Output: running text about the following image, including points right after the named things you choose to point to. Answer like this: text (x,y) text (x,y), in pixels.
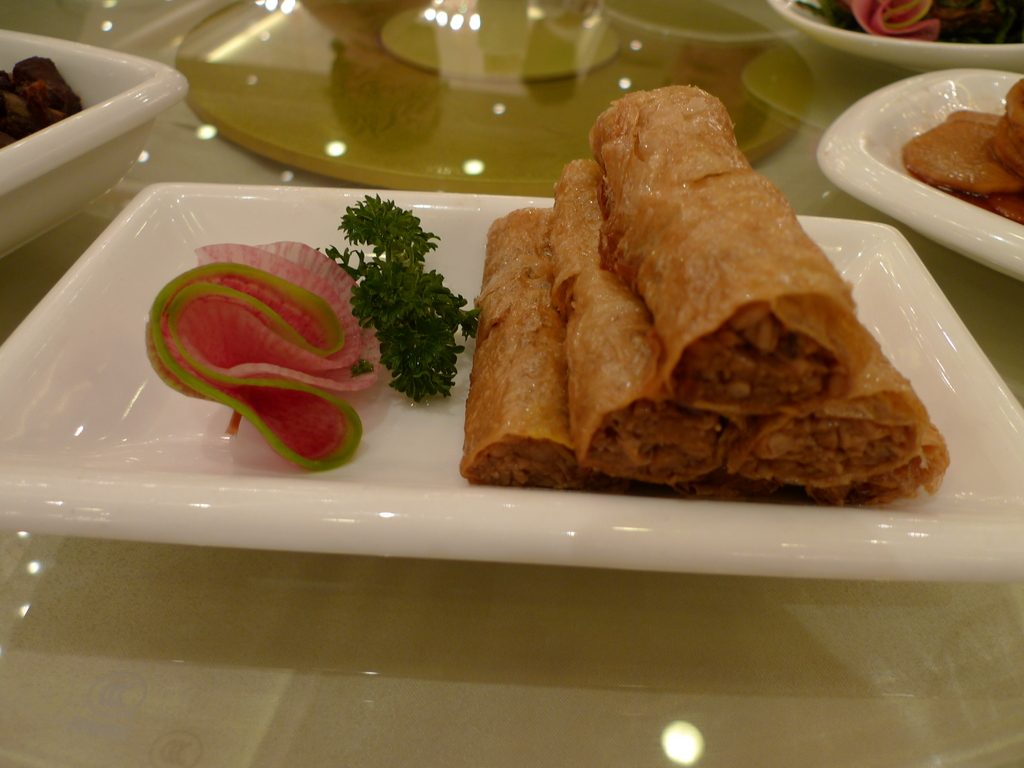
In this image, we can see some food items (497,469) are in the bowls (992,49) and trays (885,325). These are placed on the glass surface (492,630). On the glass (519,737), we can see light reflections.
